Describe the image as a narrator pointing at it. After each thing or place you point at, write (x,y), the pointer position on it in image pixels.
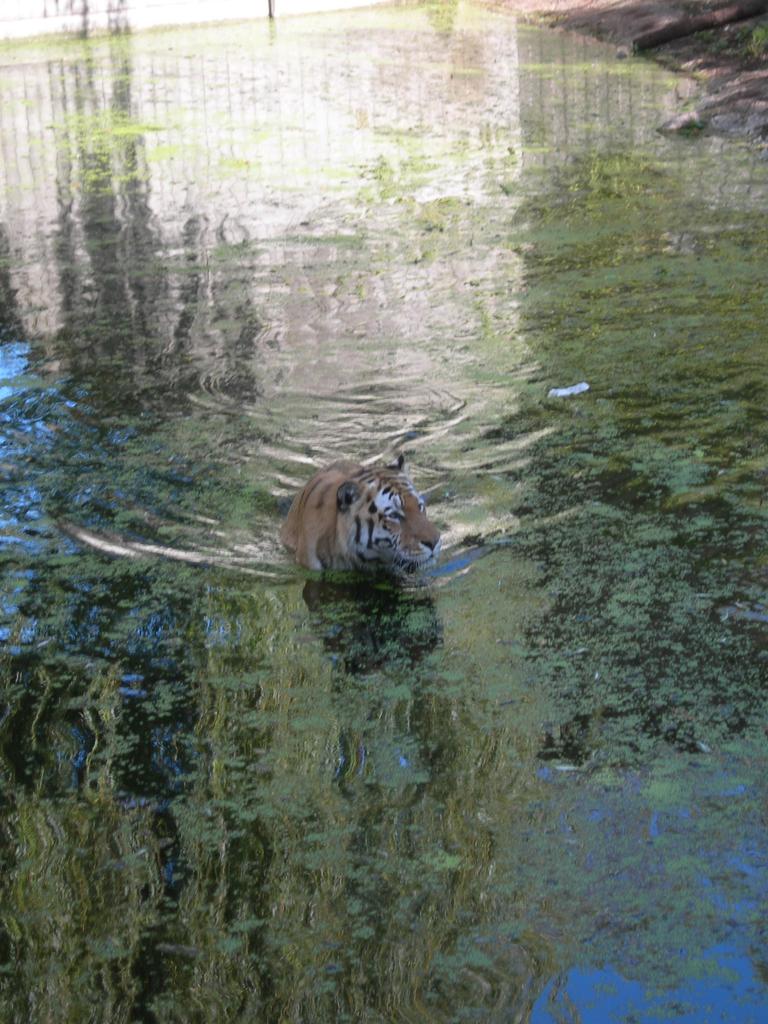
In this image I can see a tiger (346,519) in the water (492,471). In the top right-hand corner (680,19), I can see the land (692,38).
